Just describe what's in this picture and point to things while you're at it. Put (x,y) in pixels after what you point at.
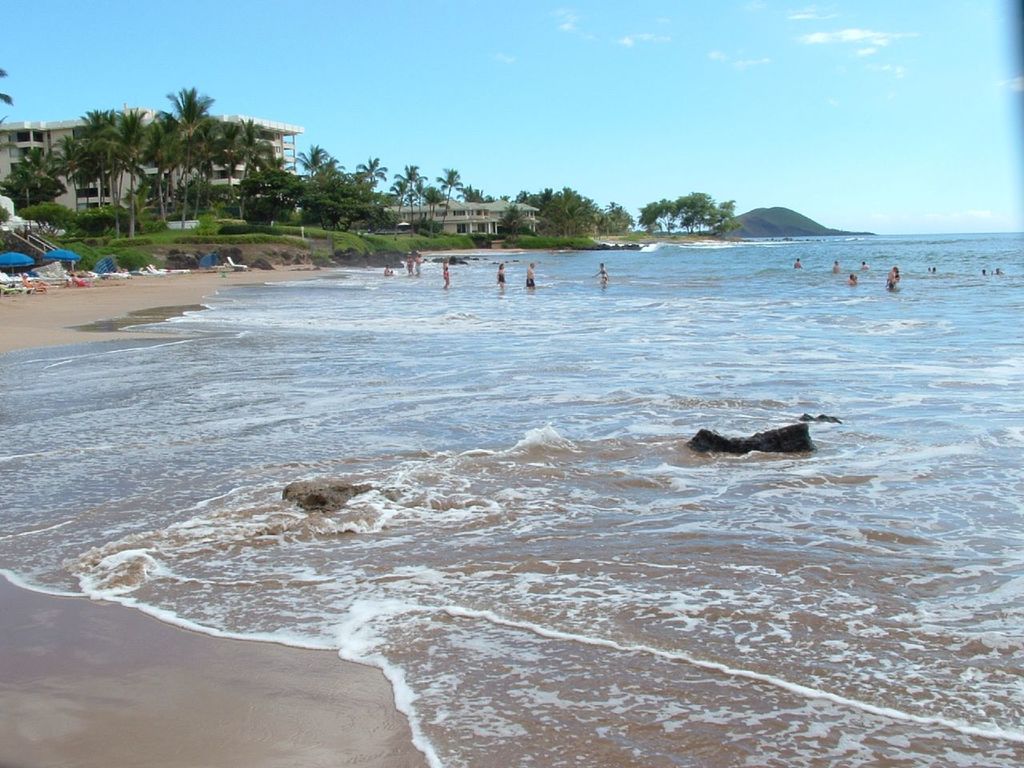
In this image, I can see few people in the water (436,375). On the left side of the image (28,286), I can see few people (41,288) sitting on the chairs (125,274) and there are umbrellas (14,261) to the poles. In the background (261,226), I can see the trees (363,212), buildings (476,211), plants (350,237), a hill (770,224) and the sky (629,101).
